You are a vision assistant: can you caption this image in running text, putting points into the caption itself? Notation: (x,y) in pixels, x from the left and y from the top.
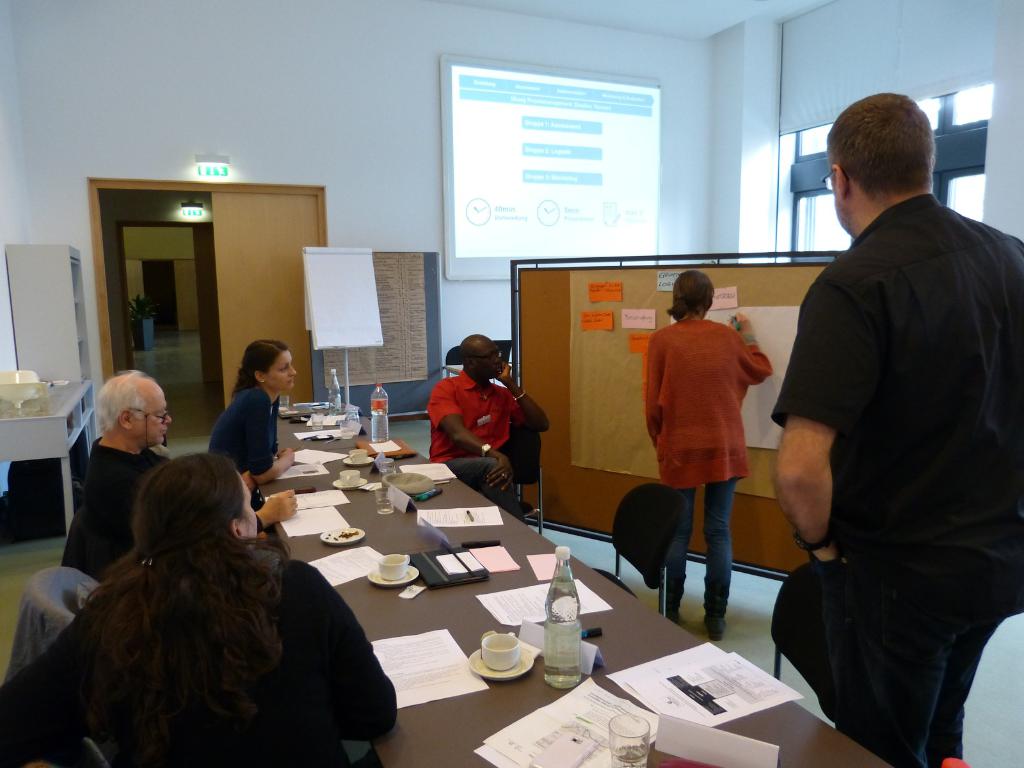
In the image on the left side (258,688) there are few people (194,701) sitting on the chairs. Behind them there is a table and a cupboard (53,371). In front of them there is a table (359,583) with papers (612,713), bottles (571,644), glasses (637,742), cups (386,561) with saucers (488,670) and some other things (417,496). On the right side of the image (811,566) there is a man (933,371) standing. Beside the table (400,548) there is a man (490,420) sitting. Beside him there is a board (561,390). On the board (590,360) there are papers (591,325) with text (668,274) on it. And there is a lady (697,308) writing something on the board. In the background (519,88) on the wall (167,106) there is a screen (552,208) and also there is a door (205,332). Above the door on the wall (245,160) there is an exit board (218,157). On the right corner of the image (974,77) on the wall (1004,148) there is a window (870,89) with a curtain (833,53).
